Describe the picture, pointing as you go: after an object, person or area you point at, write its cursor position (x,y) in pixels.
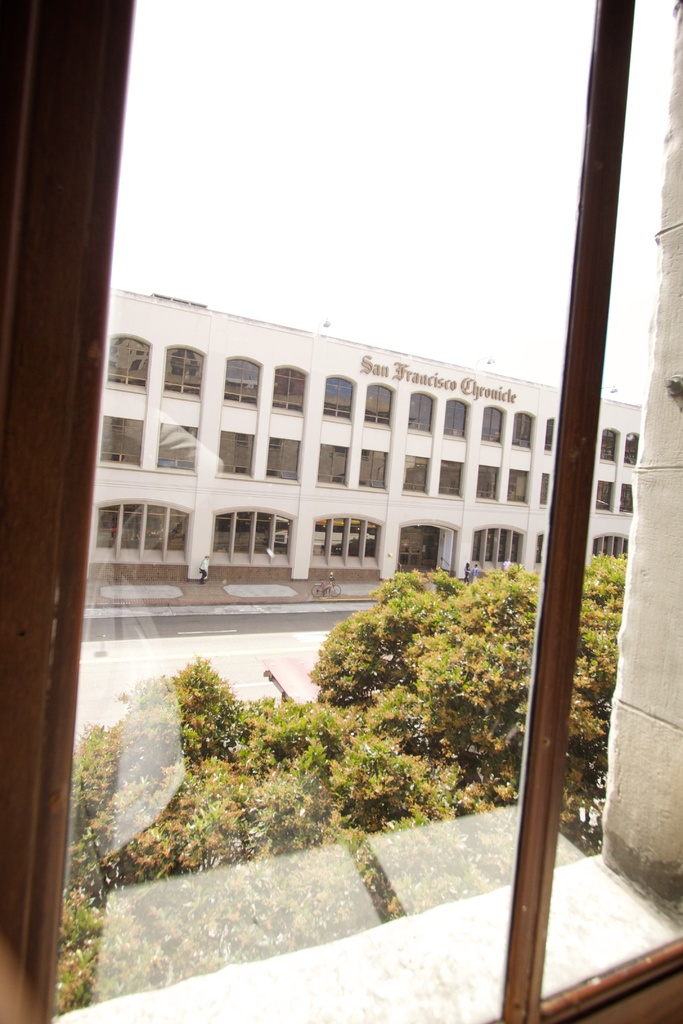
In this image we can see a window (207,1010) and a wall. On the backside (421,678) we can see a group of trees (371,720), a building (512,471) with windows (457,474), some people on the ground (248,587), a bicycle (324,586) parked aside and the sky (262,182).
